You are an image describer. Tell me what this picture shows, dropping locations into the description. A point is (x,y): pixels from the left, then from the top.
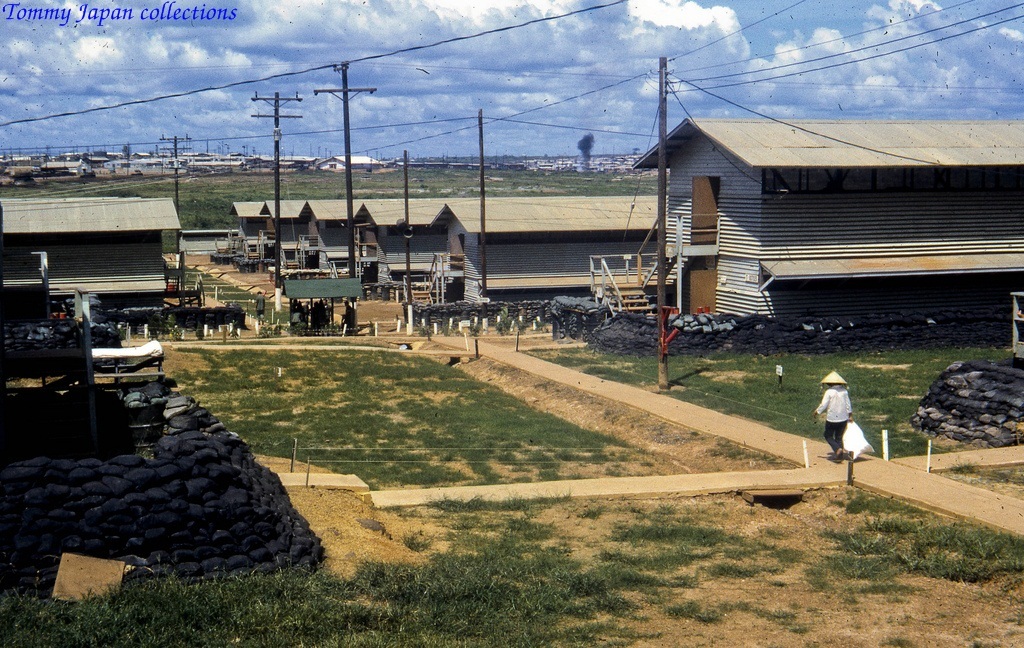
In the image we can see there is a ground (570,447) covered with grass (575,554) and there is a person (840,400) holding cover (848,425) in his hand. He is wearing hat (840,379) and there are buildings (500,238). There are electrical light poles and there is a cloudy sky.
